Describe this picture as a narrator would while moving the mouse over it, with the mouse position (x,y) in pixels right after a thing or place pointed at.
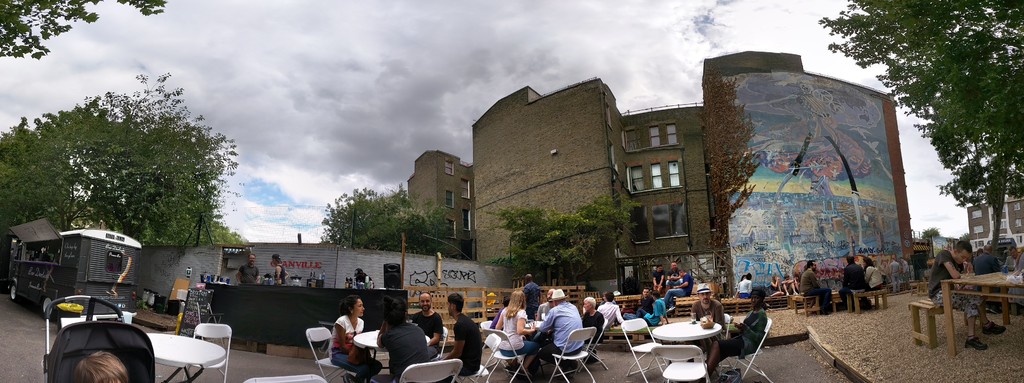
This is an outside view. At the bottom of the image (339,339) I can see many people (462,346) are sitting on the chairs (499,350) and there are few benches (625,301). On the left side (72,262) there is a truck (52,288) on the road (25,322). In the background (171,204) and there are few buildings (656,201) and trees (943,65). At the top (343,32), I can see the sky (324,96) and clouds (287,139).
